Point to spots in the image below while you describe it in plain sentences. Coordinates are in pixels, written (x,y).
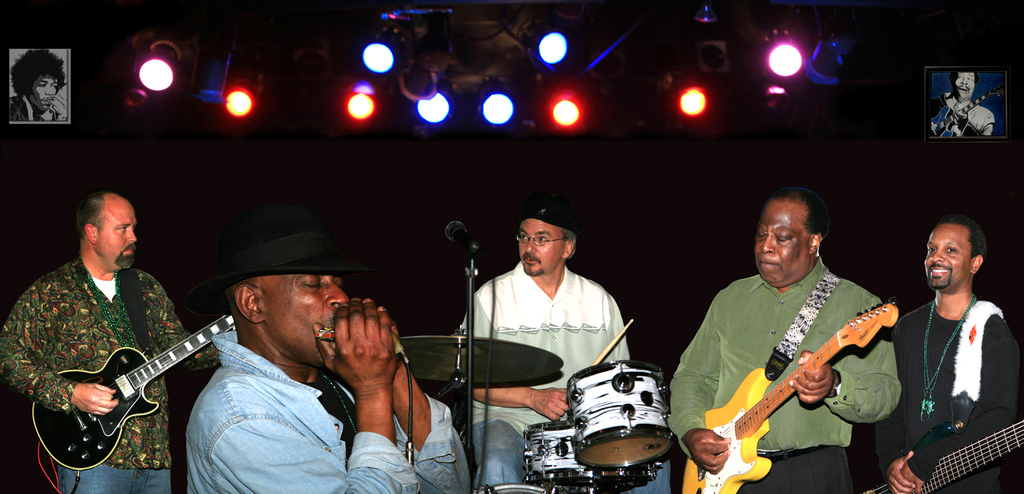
There is a group of people (744,355). They are standing and playing a musical instruments (580,445). On the right side of the person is smiling. We can see in the background (41,71) posters (41,71) and lights (509,105).
